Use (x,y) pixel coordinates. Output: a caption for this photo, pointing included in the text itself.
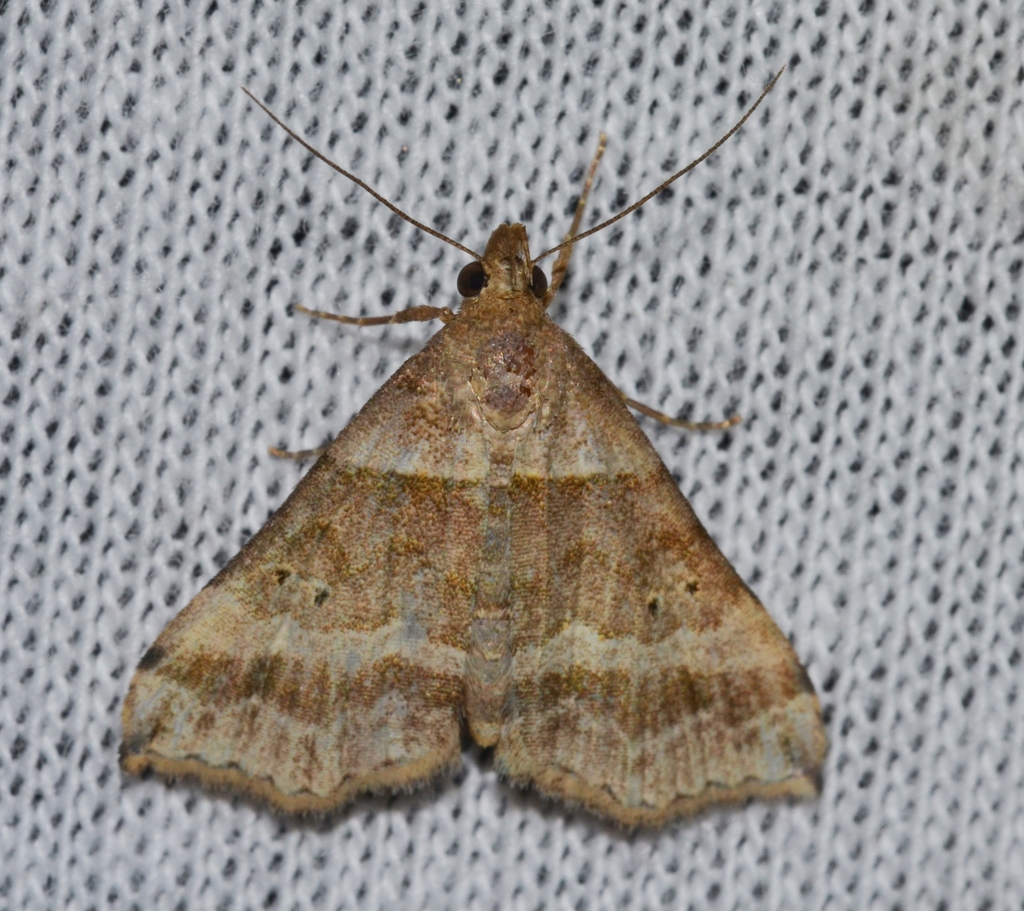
In the center of this picture (416,310) we can see a moth (423,498) on a white color object (463,184).
